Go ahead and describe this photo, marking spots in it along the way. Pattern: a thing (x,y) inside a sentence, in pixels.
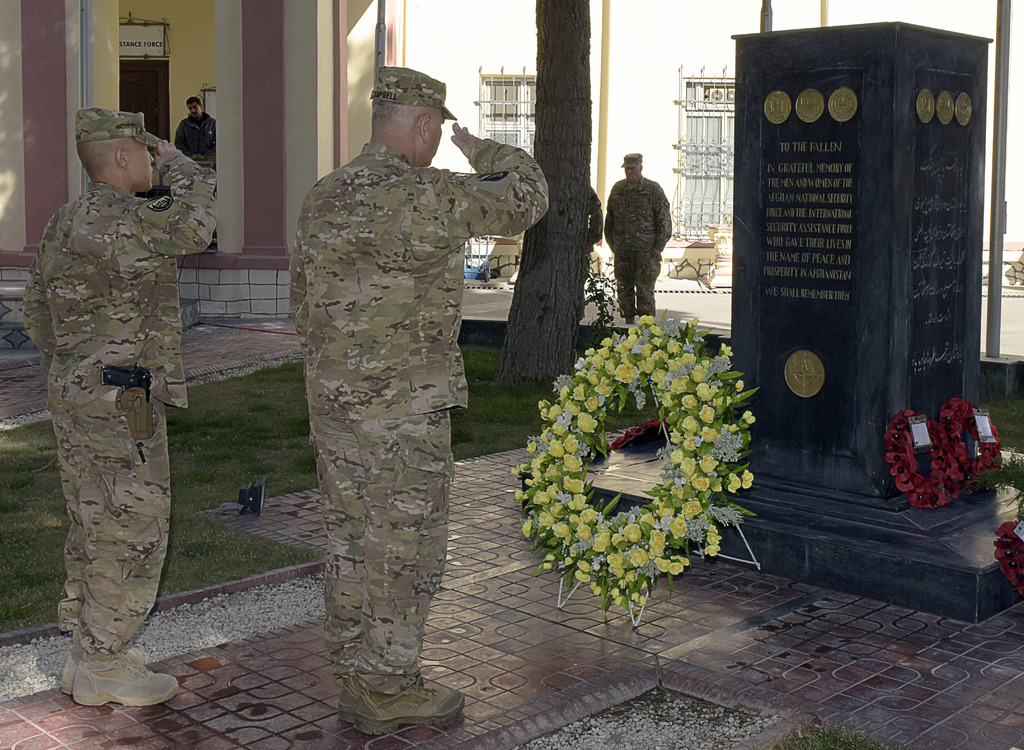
In this picture I can see two persons (96,497) standing and saluting, there are garlands (700,441), a memorial stone (766,452), light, and in the background (635,266) there are two persons (617,264) standing, a house (471,120), windows (712,125), boards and a door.
